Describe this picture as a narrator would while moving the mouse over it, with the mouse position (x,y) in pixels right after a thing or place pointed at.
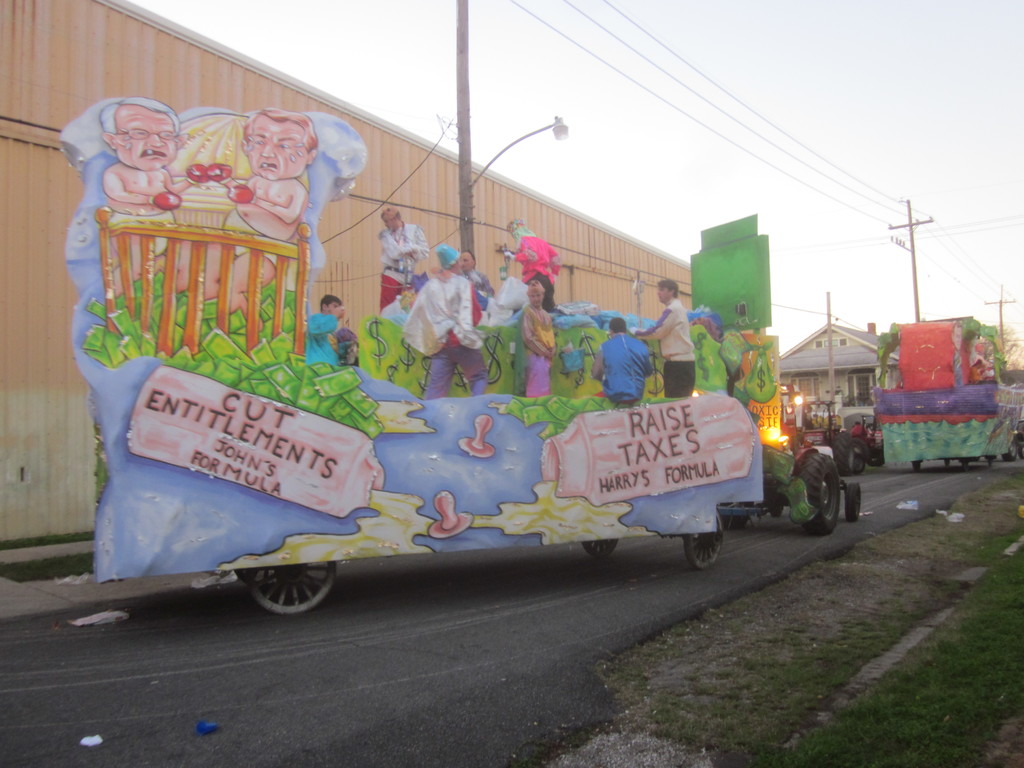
In this image I can see few vehicles (548,517) on the road (506,565). I can see few people (440,311) in the vehicle (498,436) and these people (475,295) with different color dresses (456,364). In the background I can see the metal wall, poles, sky (672,189) and the house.
